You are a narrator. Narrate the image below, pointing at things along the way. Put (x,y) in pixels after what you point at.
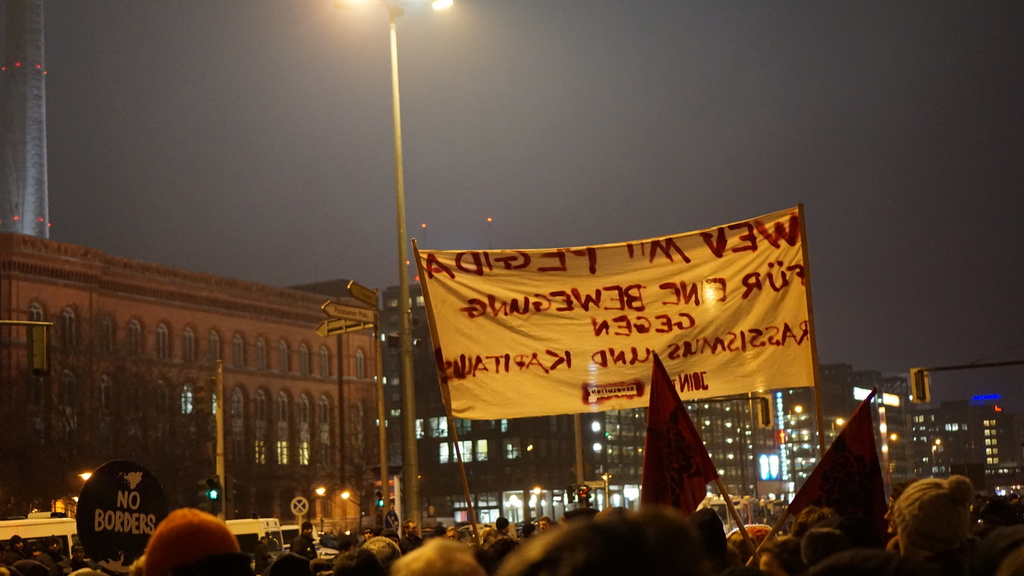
In the image I can see group of people (349,544) are standing on the ground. In the background (409,408) I can see banners (541,406), buildings (523,449), pole lights (411,412), flags (689,497), the sky (599,156) and some other objects (295,499).
